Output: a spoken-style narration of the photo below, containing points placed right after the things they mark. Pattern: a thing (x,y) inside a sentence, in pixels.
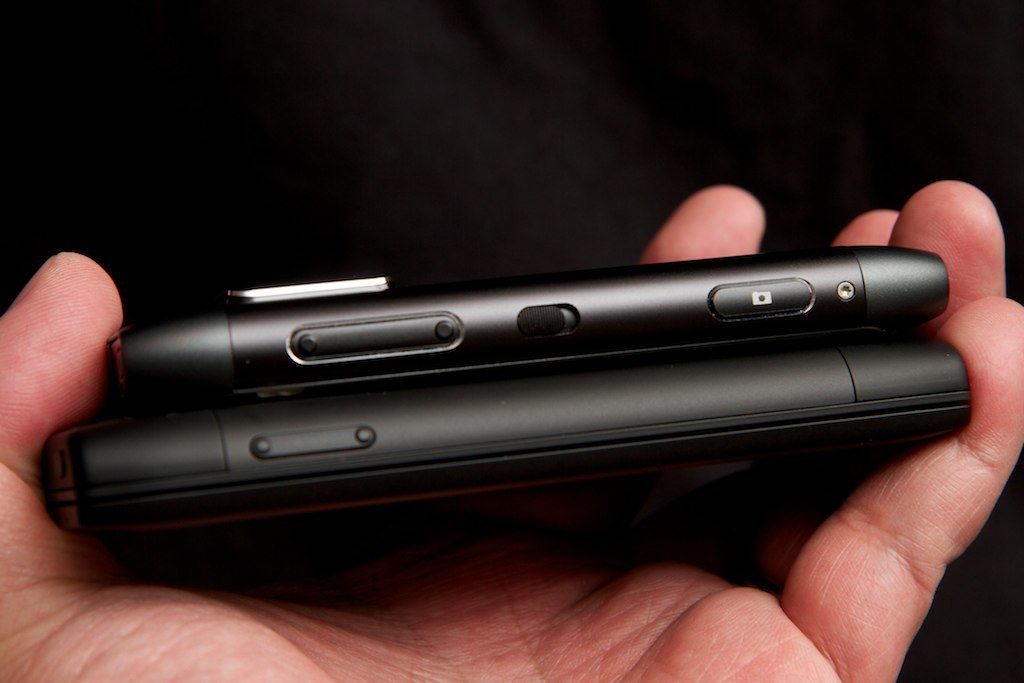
In this picture I can see a hand (553,593) of a person (610,583) holding mobile phones (514,466).
